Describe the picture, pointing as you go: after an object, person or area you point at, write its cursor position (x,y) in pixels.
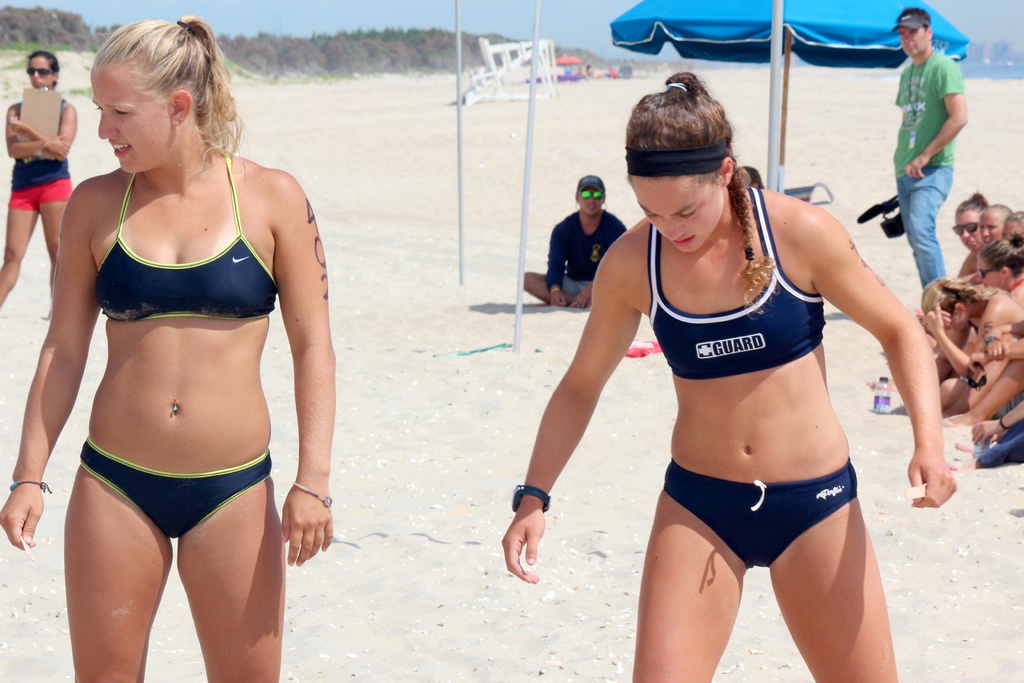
In the foreground of the picture (709,475) there are women (780,342). In the background (920,79) there are women (943,301), person (917,196) holding camera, umbrella (725,59), poles (524,224) and a woman (33,146) holding pad (42,109). In the center of the background (566,245) there is a person (577,251) sitting in sand (442,79). In the background (452,48) there are trees (350,35), sand (420,80), people (578,69), umbrella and various objects (481,68). In the background (981,73) towards right (997,66) there is a water body (993,65) and buildings (991,51).
